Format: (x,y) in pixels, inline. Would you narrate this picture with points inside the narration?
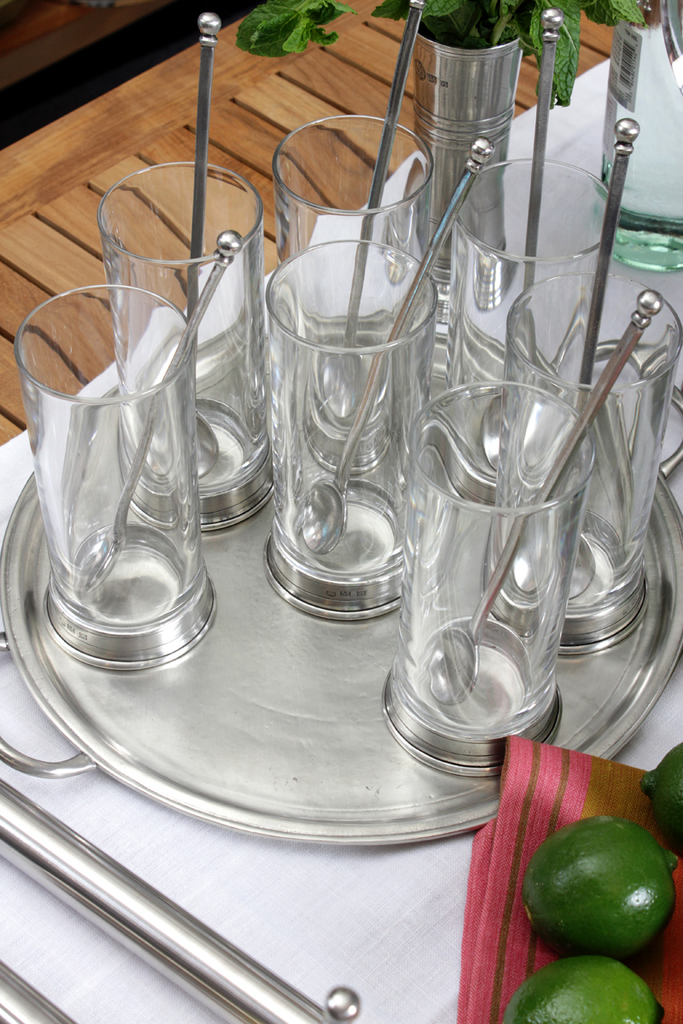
In the foreground of this image (275,647), we can see glasses (528,420), spoons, platter (278,718), white cloth (289,865), wooden surface (128,143), a bottle (650,97) and fruits (539,912) on the cloth (518,941).
